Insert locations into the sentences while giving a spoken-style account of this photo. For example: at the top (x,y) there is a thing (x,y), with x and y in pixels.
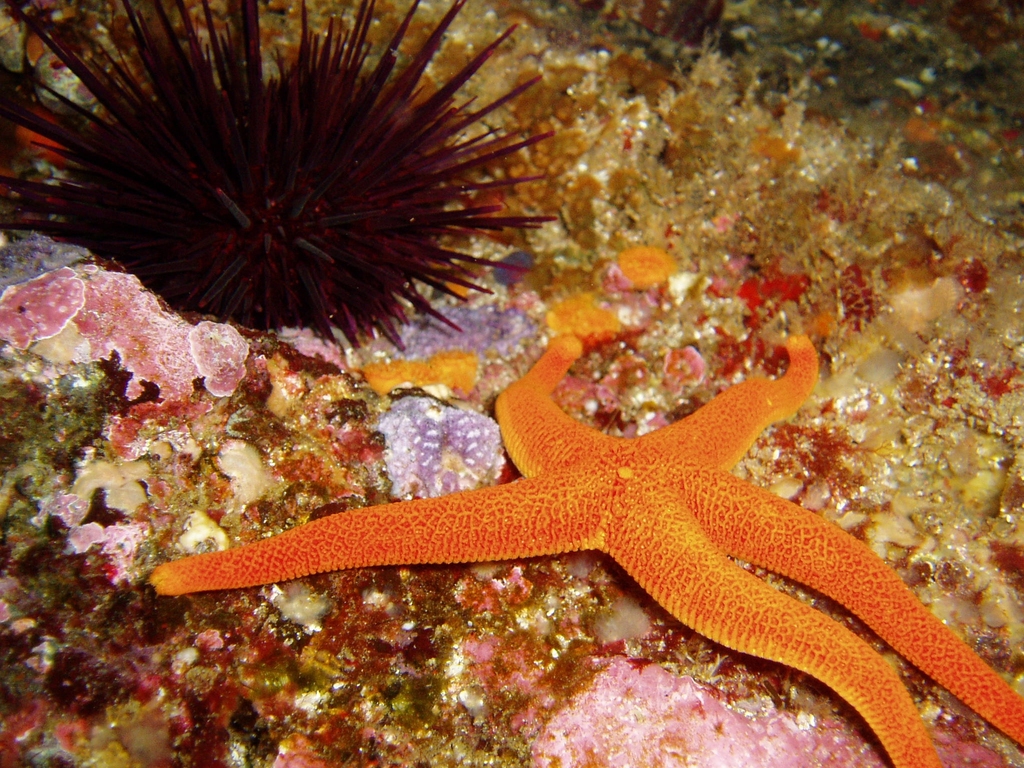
In this image we can see a starfish (629,468) and a sea urchin (345,192) on the multi colored ground (950,431).
